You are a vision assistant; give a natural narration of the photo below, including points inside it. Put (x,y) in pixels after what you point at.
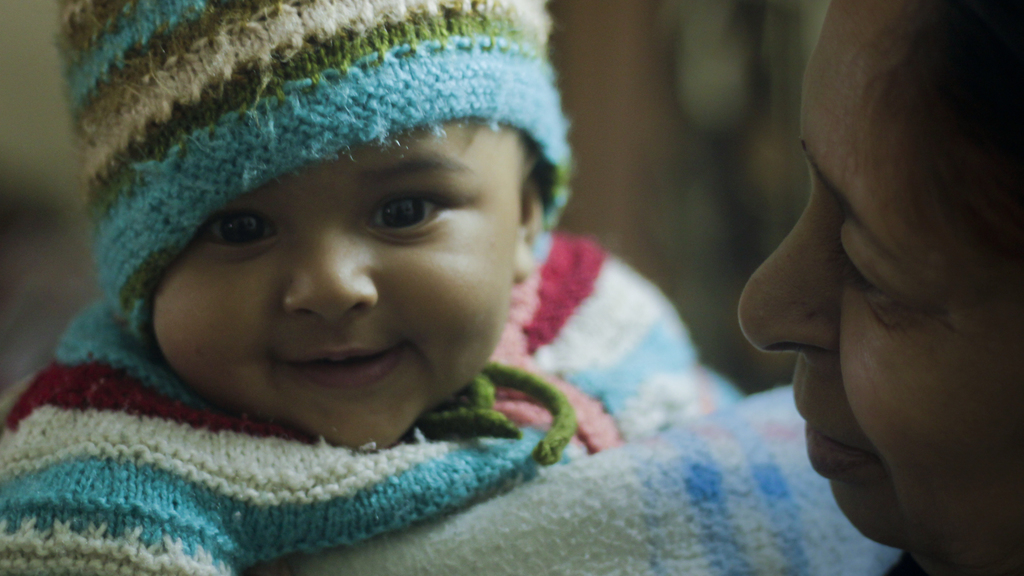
On the right side (919,292), there is a woman (960,533) holding a baby (325,41) who is smiling. And the background (684,118) is blurred.
